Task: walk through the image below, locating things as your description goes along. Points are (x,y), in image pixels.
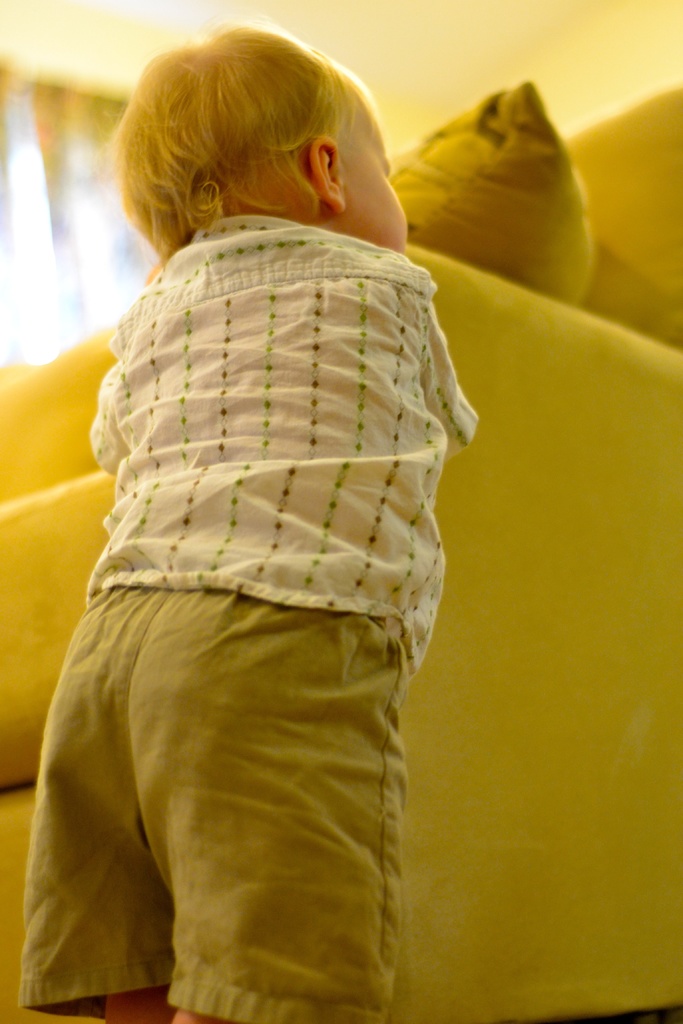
In this image we can see a child (378,811) standing beside a sofa (473,748) containing a cushion (452,190) on it. On the backside (332,5) we can see a curtain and a roof (423,99).
